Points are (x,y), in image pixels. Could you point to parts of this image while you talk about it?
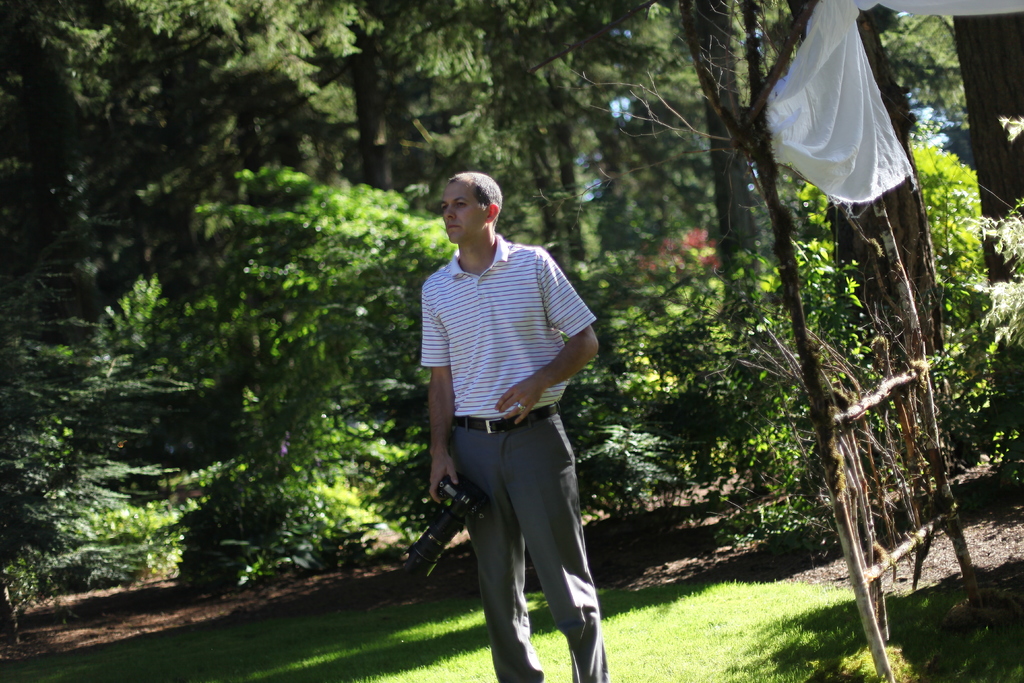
In this image we can see a person (565,587) standing on the grass (618,633) holding a camera (467,512). On the right side (916,560) we can see a cloth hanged to the branches (885,562) of the tree (920,421). On the backside (125,383) we can see some trees (124,369) and the bark (575,228) of the trees (705,343).
